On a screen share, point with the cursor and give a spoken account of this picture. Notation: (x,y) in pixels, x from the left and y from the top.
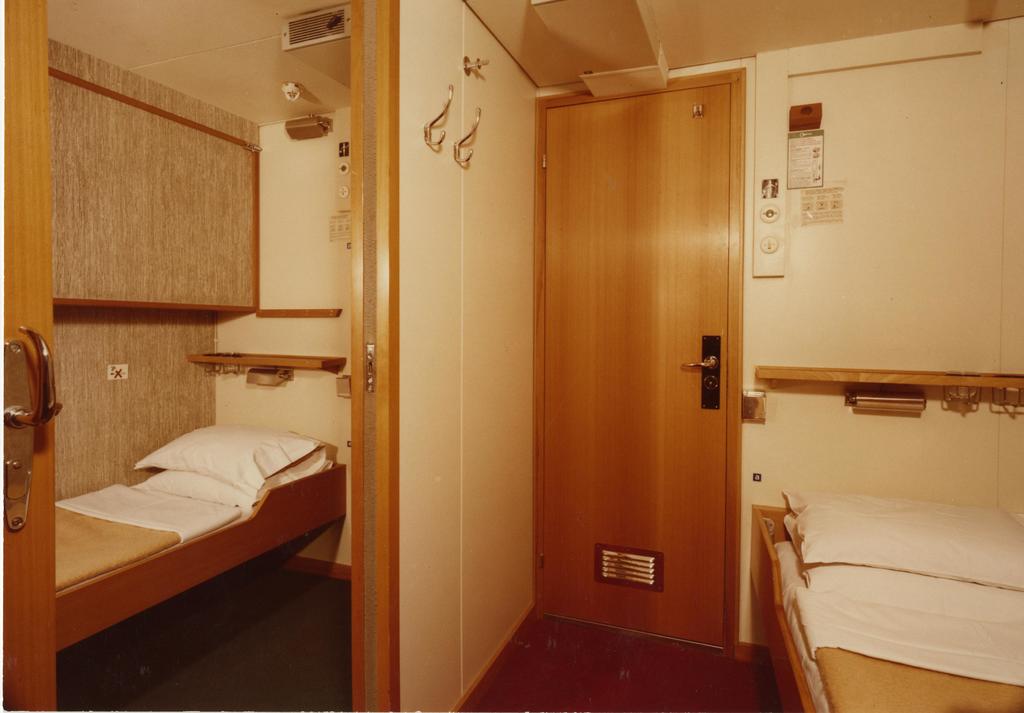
In this image, we can see the inner view of a room (513,607). We can see some mats (138,500) and pillows (256,443). We can also see the wall (451,335) with some objects (465,152). We can also see some posters (808,157). We can see the door (33,134) and some objects (9,433) on the left (50,549).
